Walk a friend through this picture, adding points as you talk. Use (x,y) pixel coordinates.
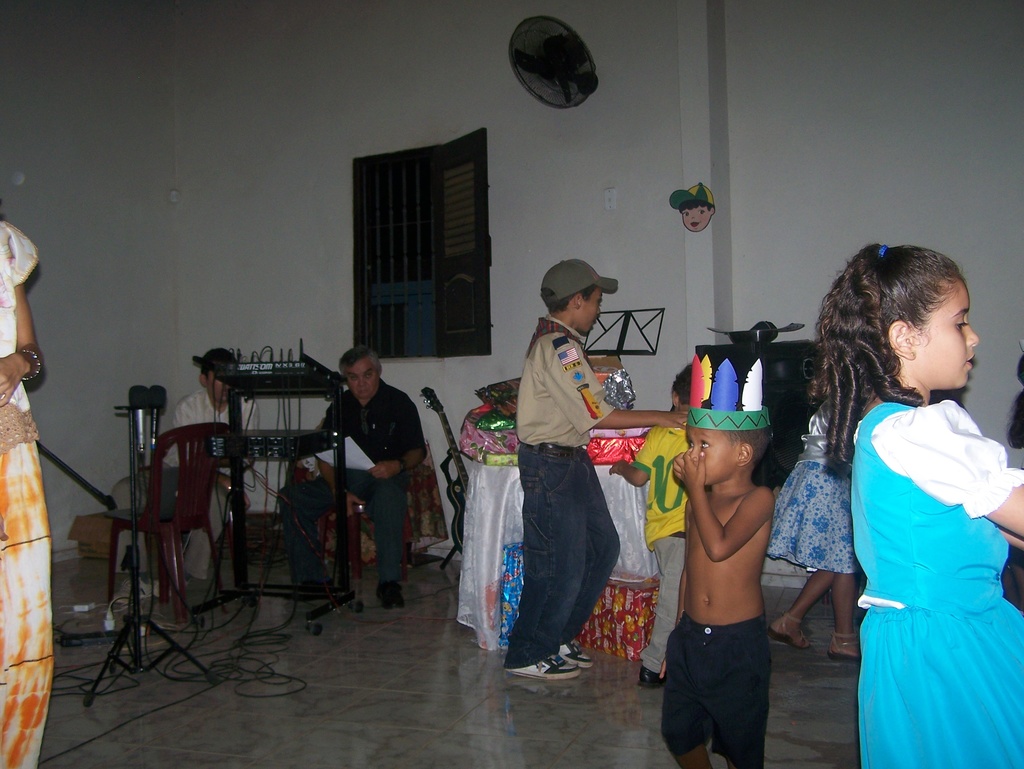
In the image there are few kids (733,528) in different costumes (910,504), on the left side (29,630) there is a woman (18,312) standing and two men (363,369) sitting in front of a music amplifier machine (285,373) and a chair (177,560), there is a window (386,229) on the wall (335,287).
